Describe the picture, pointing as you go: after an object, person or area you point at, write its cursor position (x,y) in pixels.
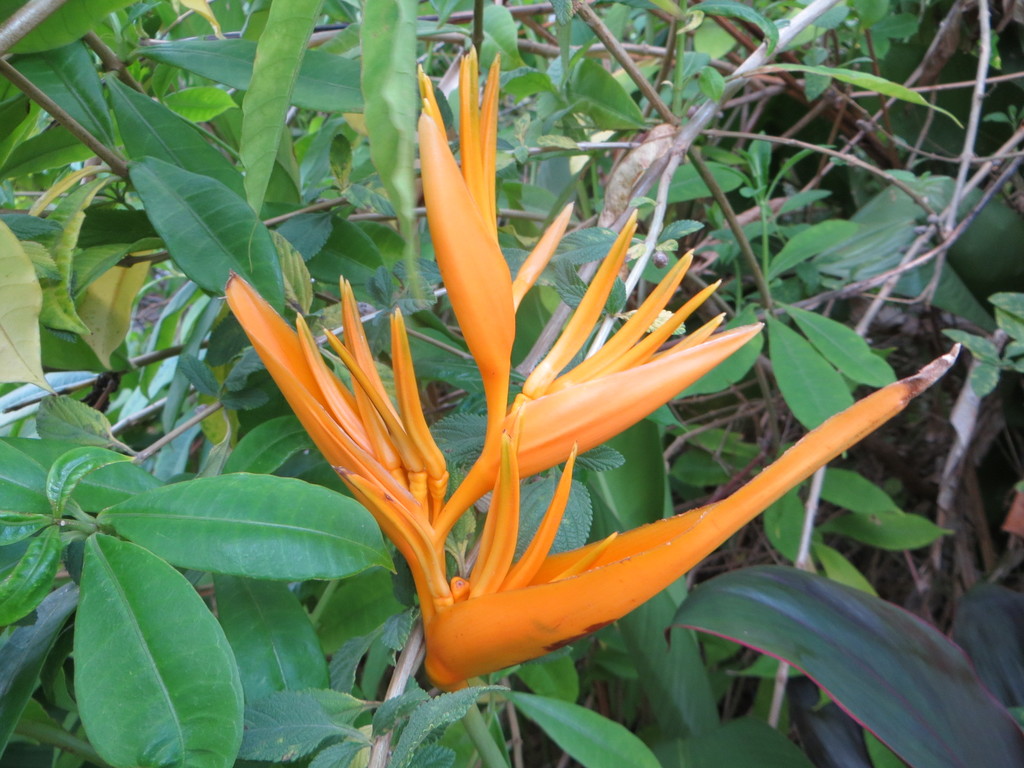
In this image I can see an orange color flowers (497,428) to the plants (61,408).
